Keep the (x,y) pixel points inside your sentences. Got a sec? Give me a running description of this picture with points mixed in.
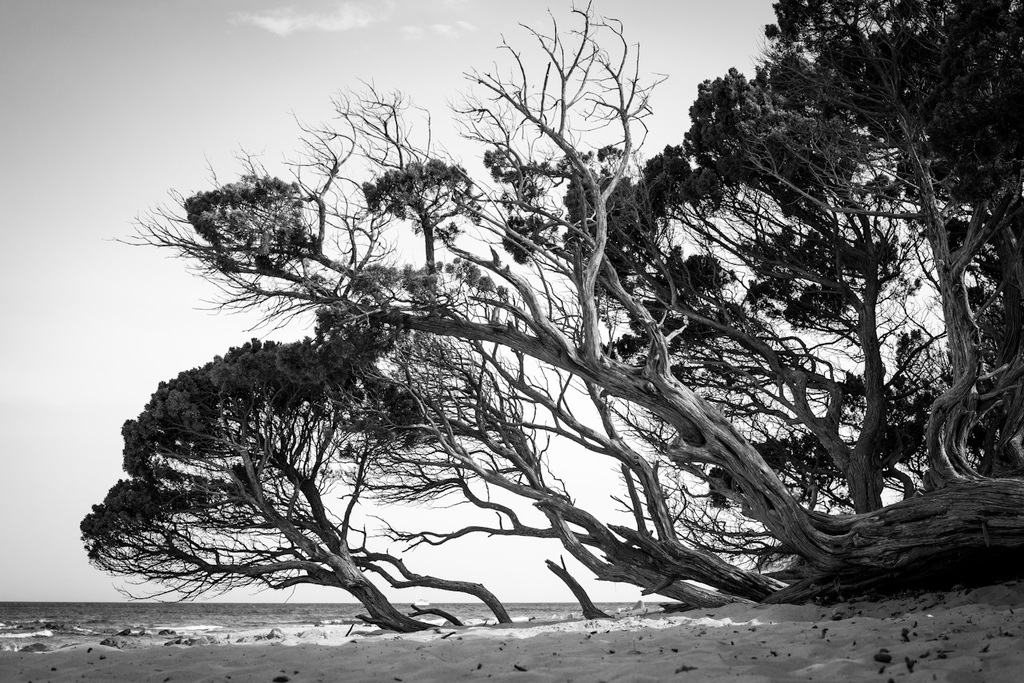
In this picture there is a water (227,622), in front of that there is a sand (523,645) which is attached with some black color trees (746,259). And at the top (241,136) there is a sky (172,121).
